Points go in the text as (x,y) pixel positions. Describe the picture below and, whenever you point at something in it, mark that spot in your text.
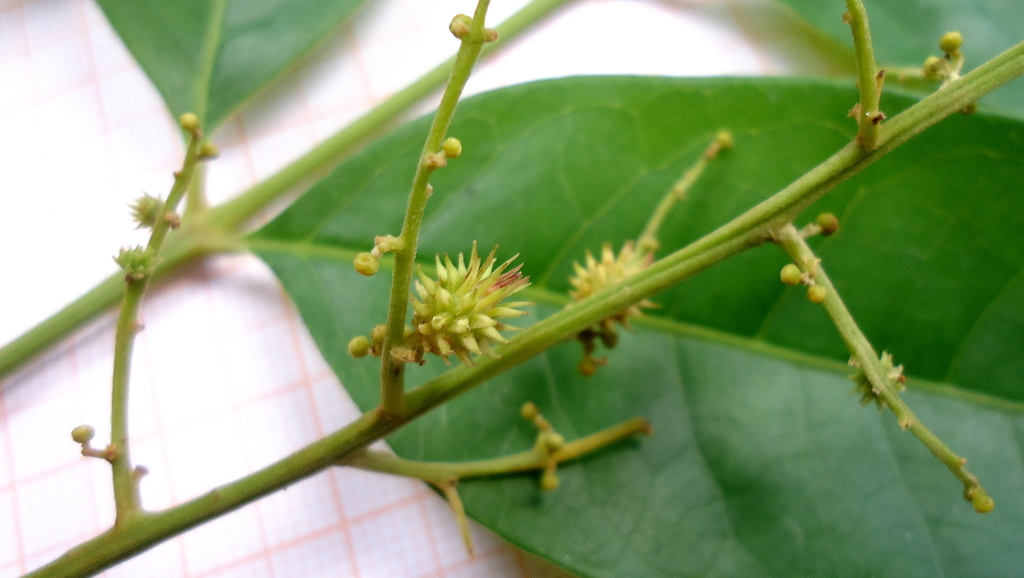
In this picture we can see green leaves (779,107), stems (869,138) and buds (487,309).
